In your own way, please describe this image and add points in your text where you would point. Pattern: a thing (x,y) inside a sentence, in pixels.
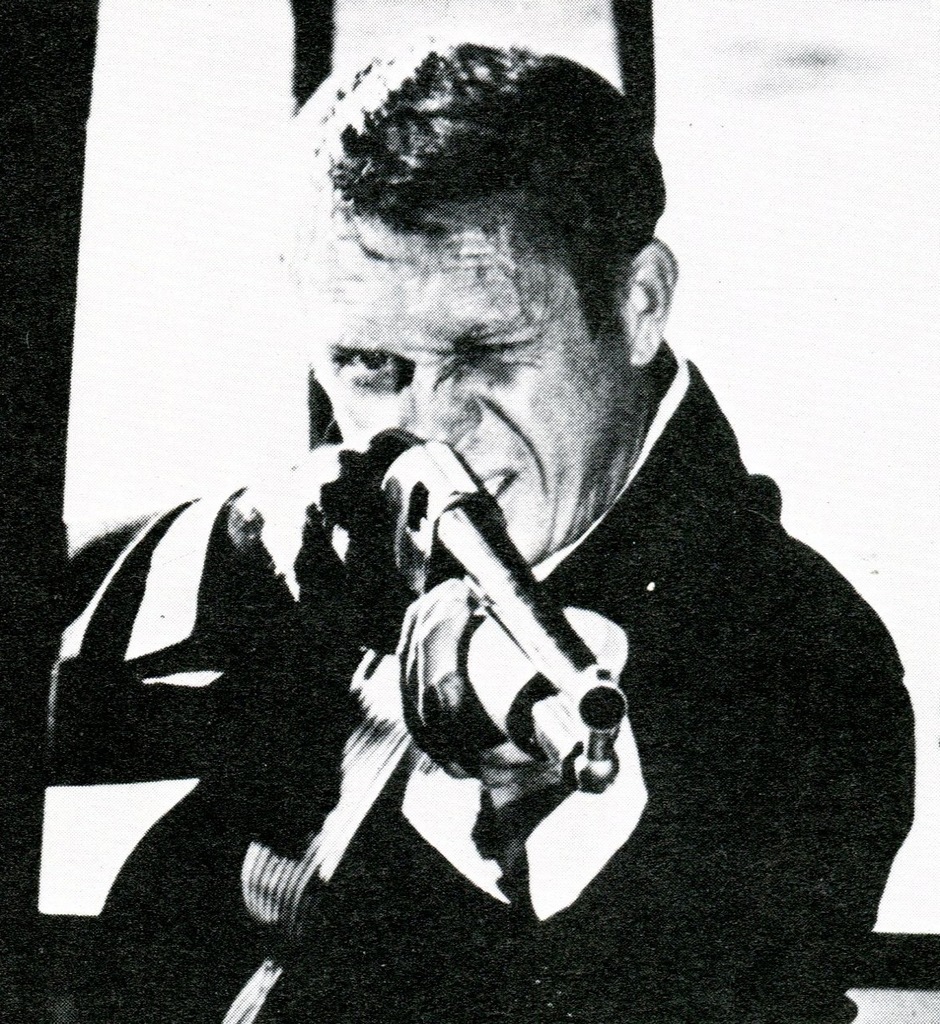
In the foreground of this black and white image, there is a man (662,645) holding a gun (483,570).
